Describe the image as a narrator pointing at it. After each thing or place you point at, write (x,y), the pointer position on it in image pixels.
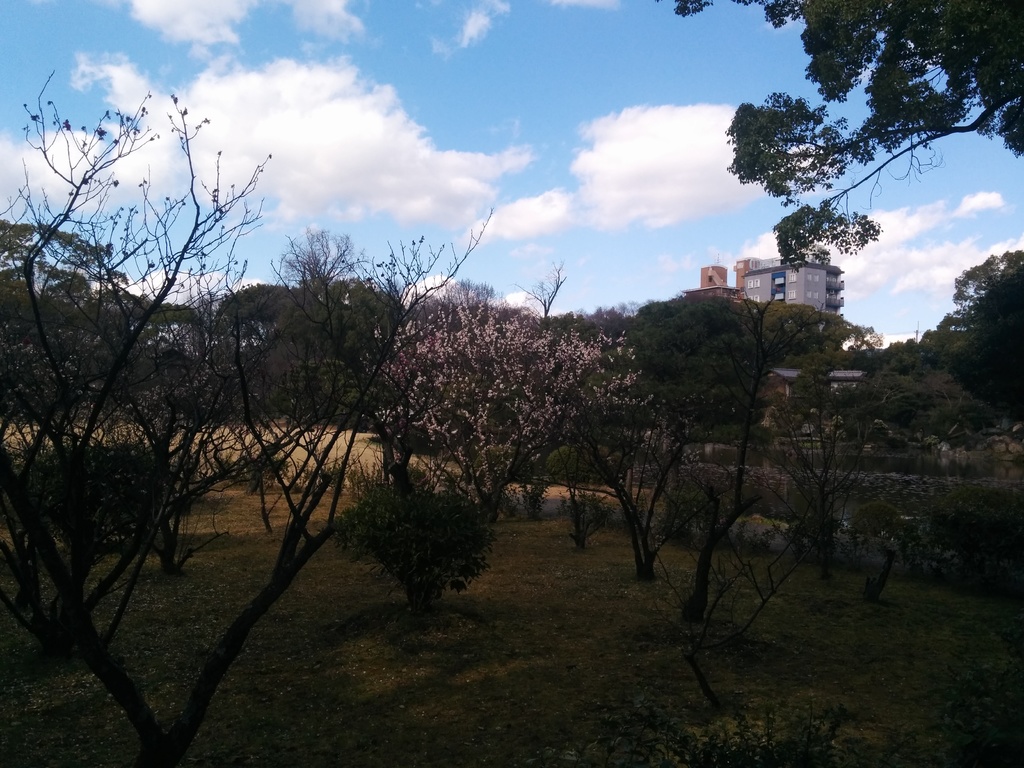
This image is taken outdoors. At the bottom of the image (559,643) there is a ground (607,617) with grass (479,703), many plants (224,391) and trees (481,353) on it. In the background (831,307) there is a building (792,273). At the top of the image (223,122) there is a sky (426,128) with clouds (681,136).
